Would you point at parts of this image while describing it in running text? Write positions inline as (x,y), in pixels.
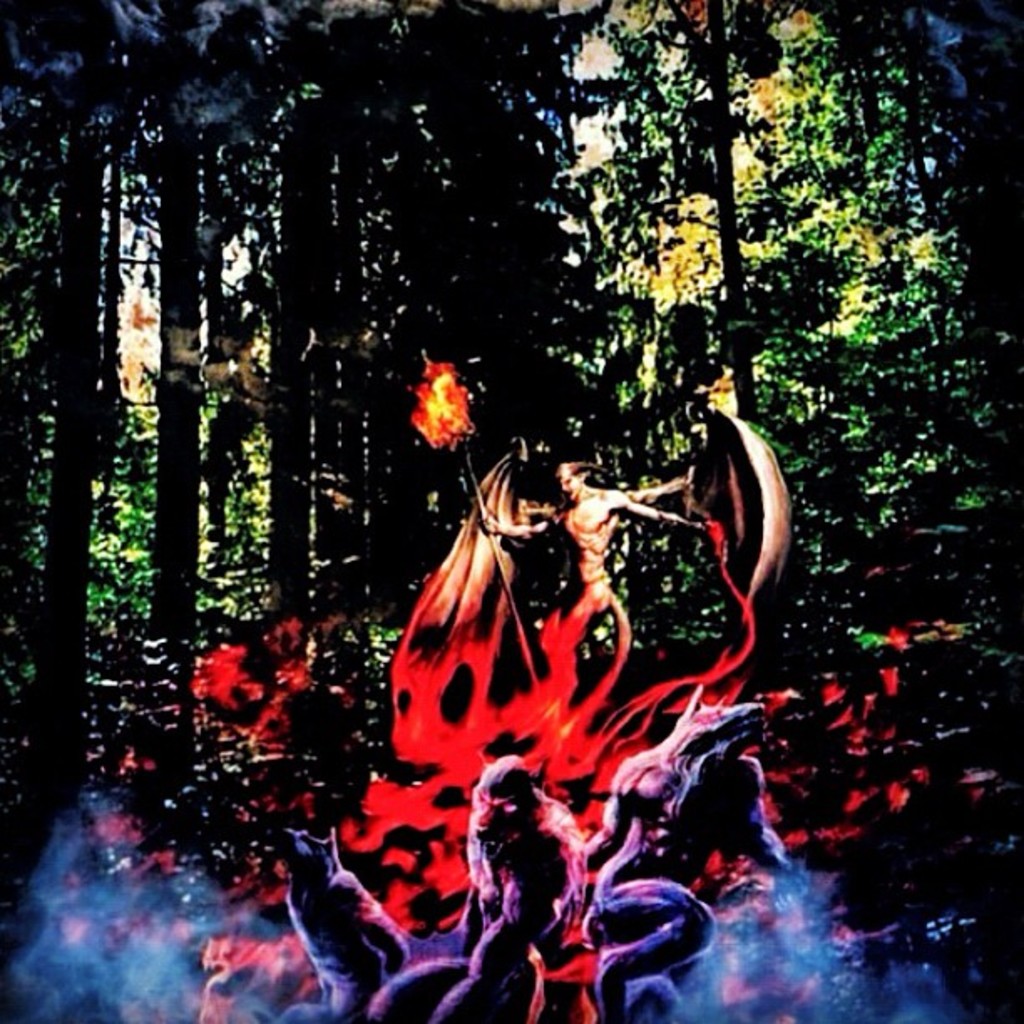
This is an animated picture. In this image, we can see a person (598,570) holding a stick (490,532) with fire (462,406). At the bottom of the image (654,917), we can see few animals (602,950). In the background (354,621), there are so many trees (953,456) and plants (958,468).
